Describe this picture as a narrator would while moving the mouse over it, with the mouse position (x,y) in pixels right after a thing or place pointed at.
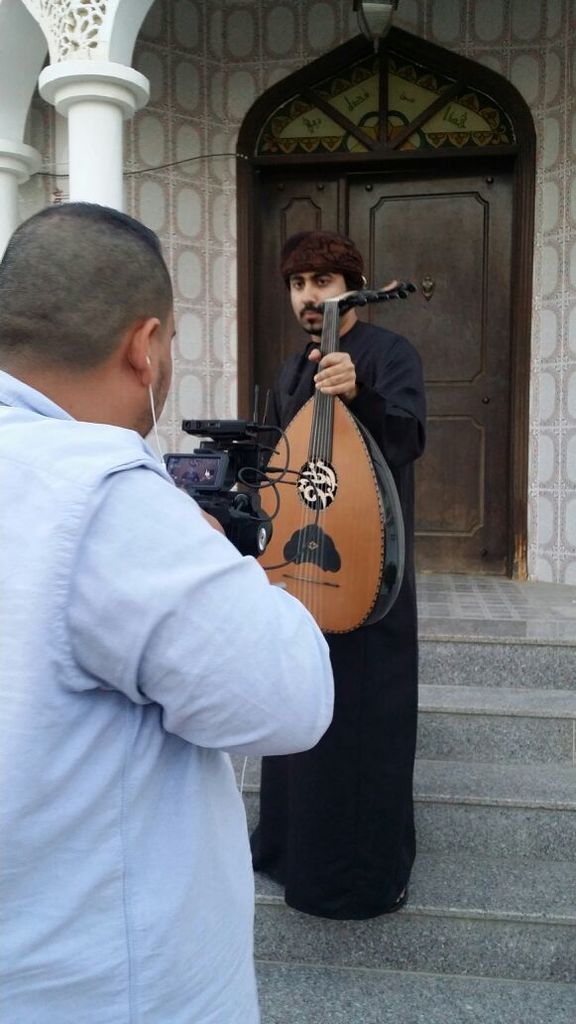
On the background (316,97) we can see a wall (177,159), door (451,361) and a pillar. Here we can see a man (379,796) wearing a black colour dress (384,802) and holding a musical instrument (332,480) in his hand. In Front of the picture we can see an other man (103,740) holding a camera (187,482) in his hand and recording. These are stairs (514,825).
